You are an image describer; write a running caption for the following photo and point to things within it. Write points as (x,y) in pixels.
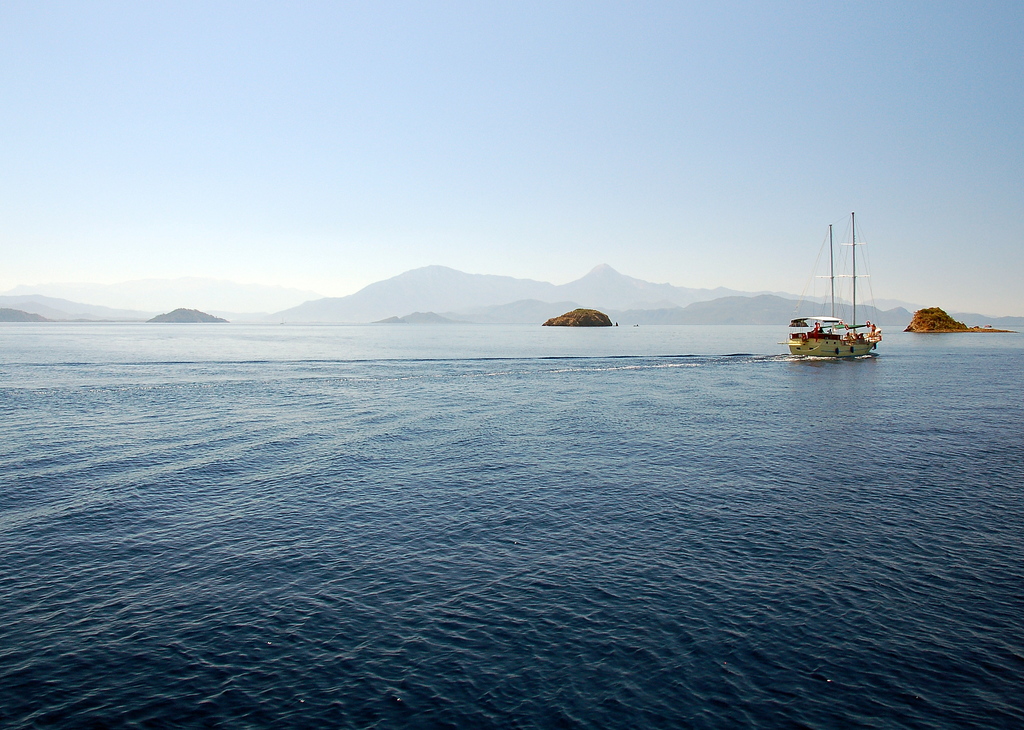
In this image, I can see a boat (863,354) moving on the water (402,401). In the background (203,311), I can see the hills (661,301). I think these are the tiny islands (572,312). Here is the sky (554,95).
